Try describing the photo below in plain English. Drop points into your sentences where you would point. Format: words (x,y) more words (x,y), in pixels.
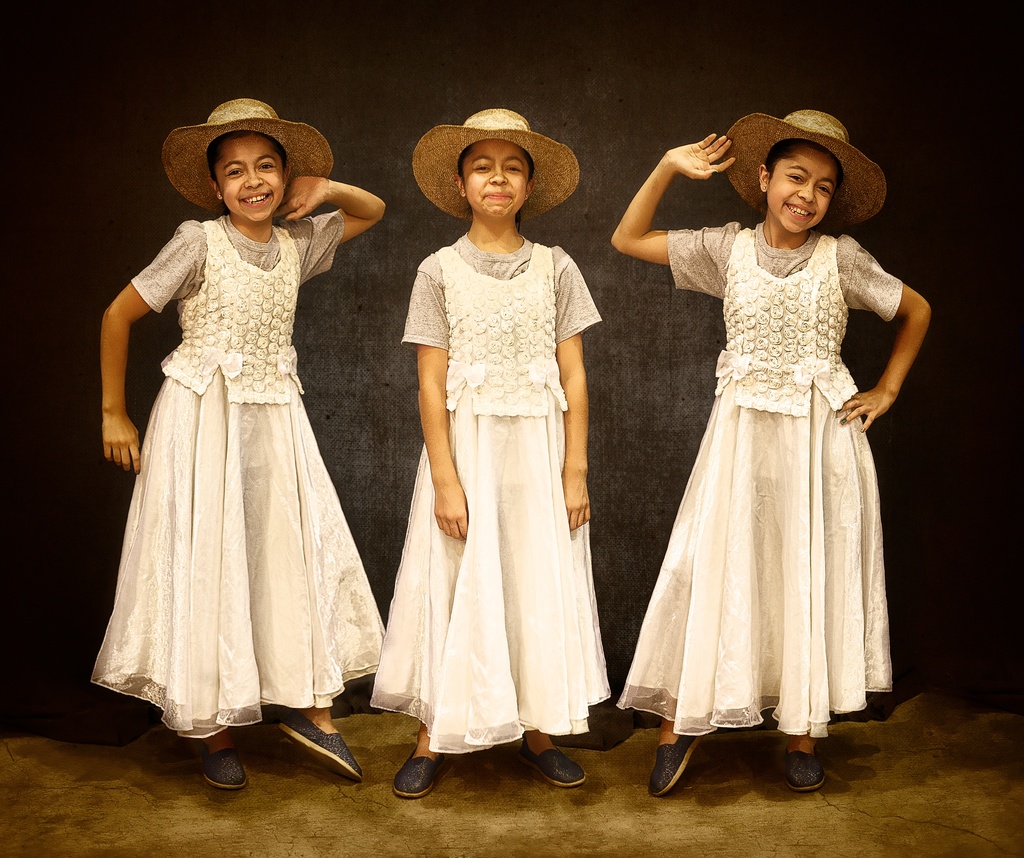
In this image, we can see three girls (526,369) wearing white color dress (547,402), we can also see three girls (236,160) are wearing a hat (264,127). In the background (681,214), we can see black color. At the bottom (851,831), we can see brown color.
